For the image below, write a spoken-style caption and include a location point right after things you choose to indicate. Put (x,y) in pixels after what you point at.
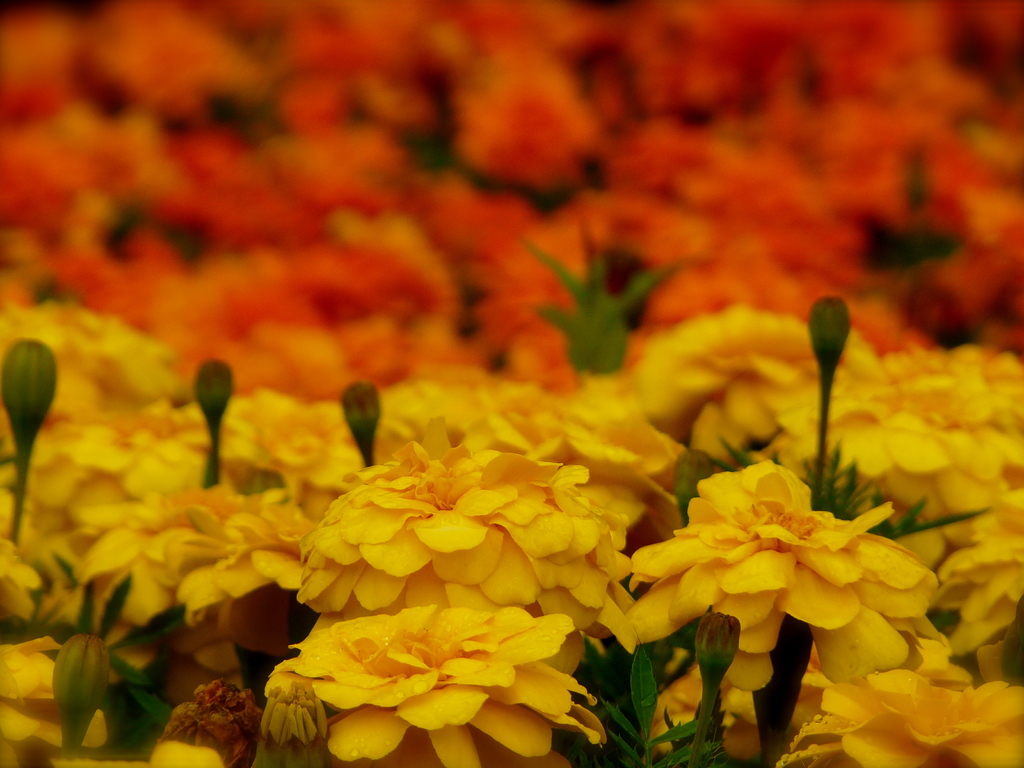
In the foreground of the picture (708,443) we can see flowers (510,420), buds (36,410) and leaves (148,670). At the top (377,141) it is blurred.
